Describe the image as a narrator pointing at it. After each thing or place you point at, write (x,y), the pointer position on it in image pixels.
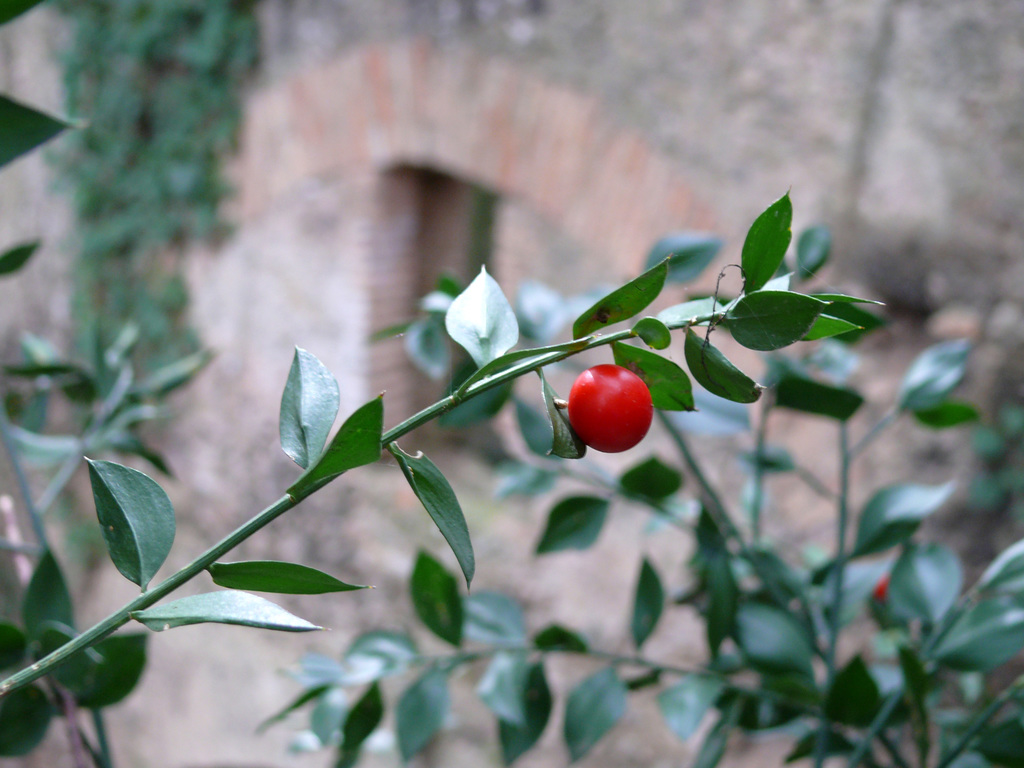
In this picture we can see a red berry plant (599,392) in the image. Behind we can see more plants (39,535).
